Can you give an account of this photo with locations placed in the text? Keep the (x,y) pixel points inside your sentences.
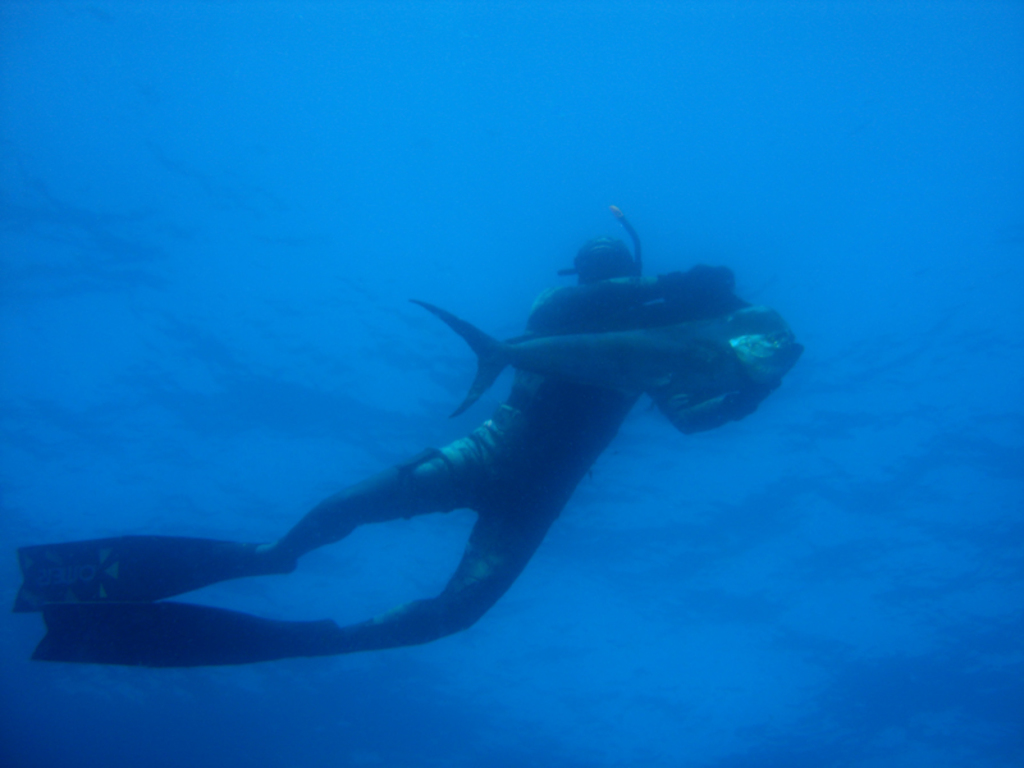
Here we can see an underwater environment (788,640), we can see a fish (656,370) and a person (570,464) here.
